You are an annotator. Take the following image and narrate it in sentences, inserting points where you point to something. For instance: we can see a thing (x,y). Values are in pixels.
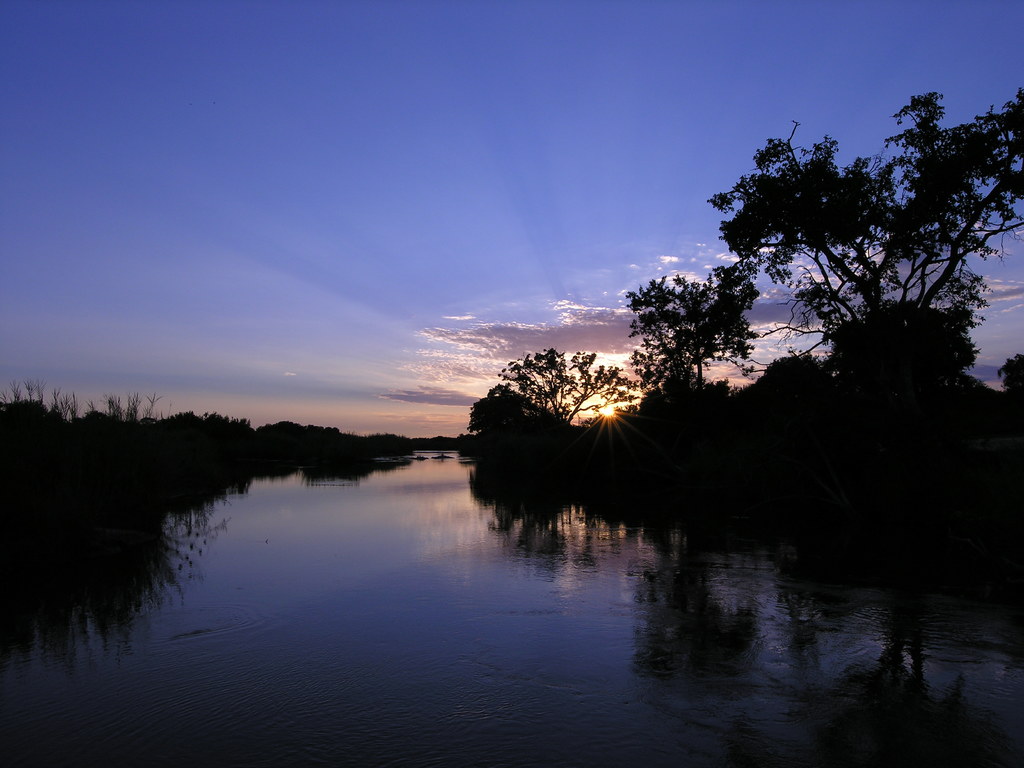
In the foreground of the picture (465,618) there is a water body (640,581). On the right (936,353) there are trees (625,399). On the left (217,443) there are trees (283,426). In the middle of the background (602,399) we can see sun (611,408) shining in the sky (601,365).
